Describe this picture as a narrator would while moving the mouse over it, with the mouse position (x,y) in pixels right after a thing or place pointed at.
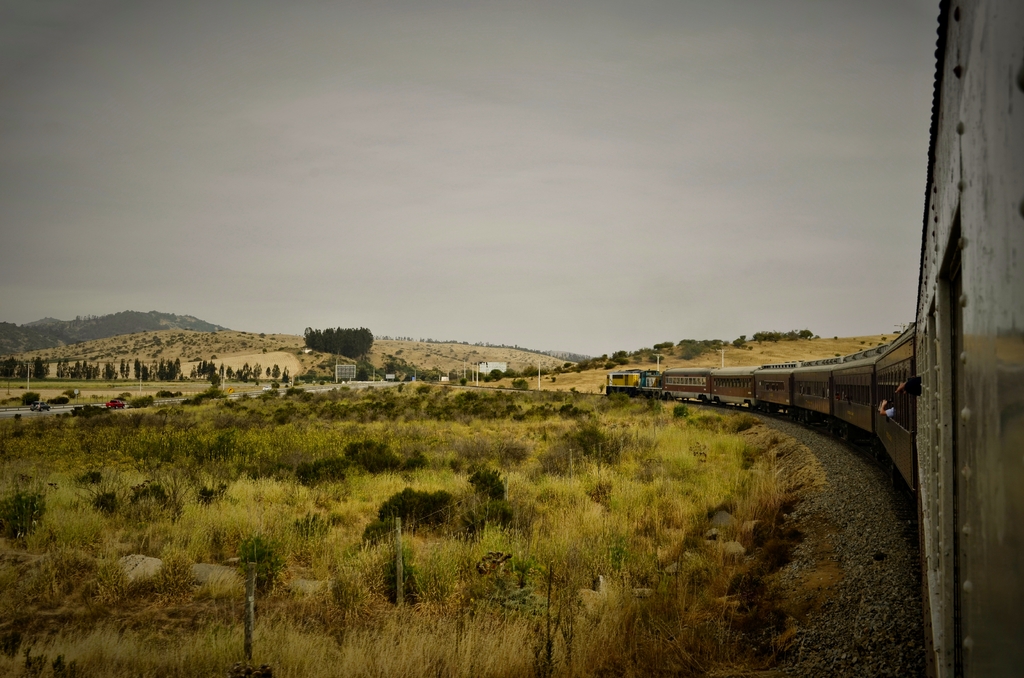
In this picture we can see a train (768,392) on a railway track (883,666), trees (112,375), mountains (126,338), fence (402,572) and in the background (266,207) we can see the sky (520,211).
